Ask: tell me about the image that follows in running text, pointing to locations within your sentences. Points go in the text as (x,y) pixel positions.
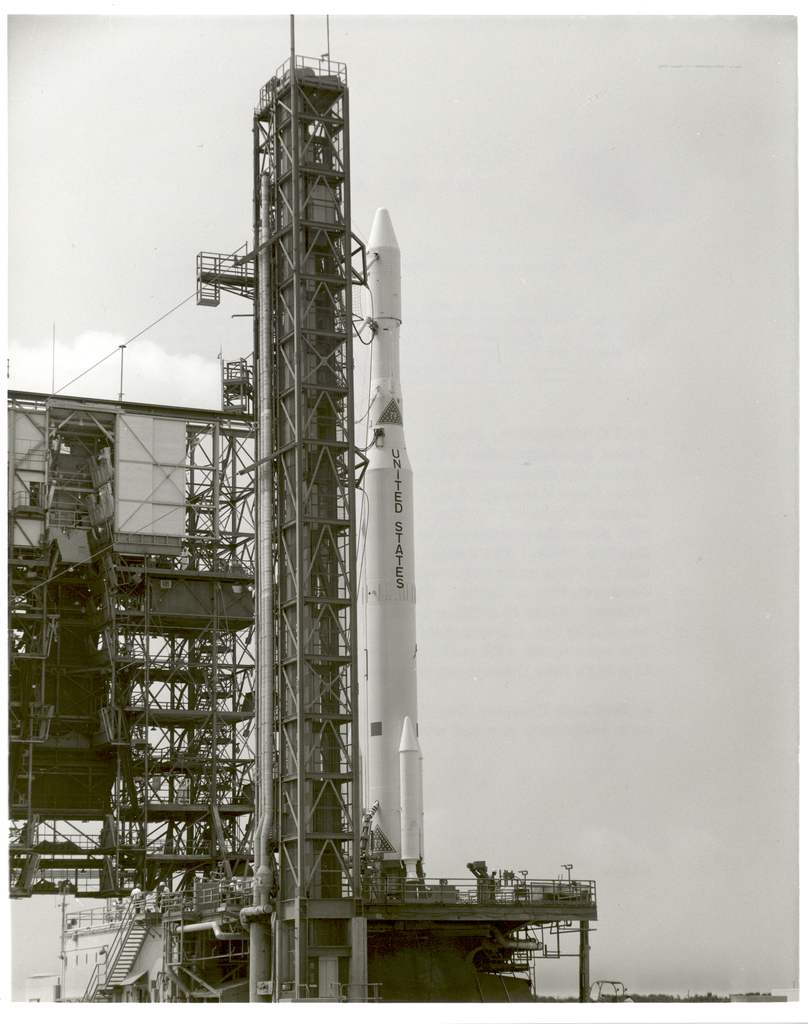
In the image in the center (304,509), we can see one rocket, ropes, one building (204,524) and a few other objects (243,261).
